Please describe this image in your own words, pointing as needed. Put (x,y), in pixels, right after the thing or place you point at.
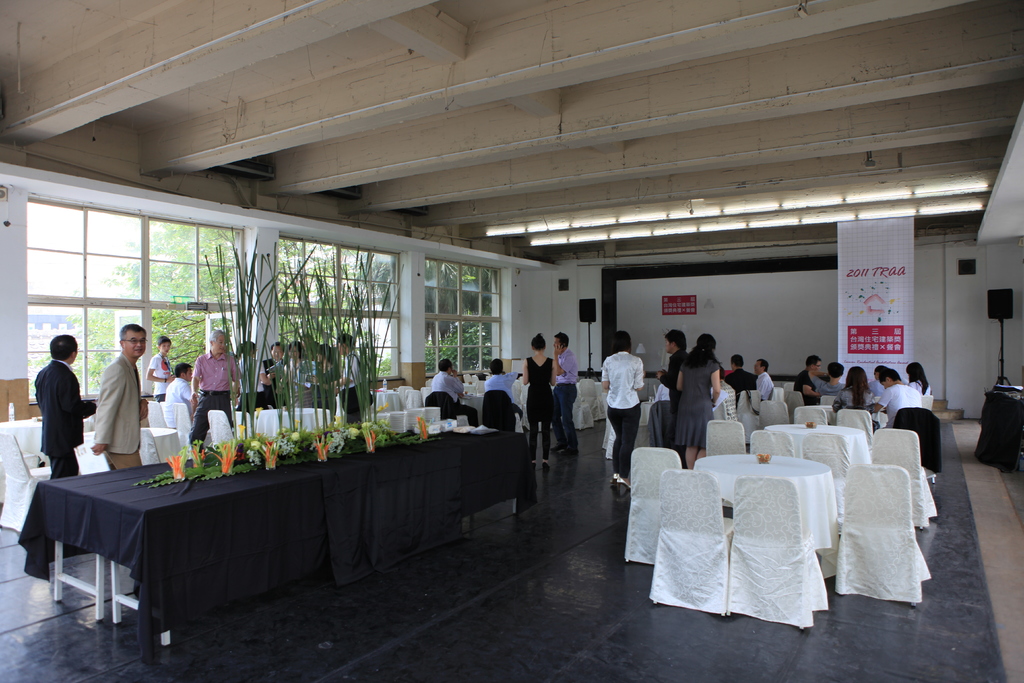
In this image it seems like it is a hall (533,289) in which there are group of people (902,391) who are sitting near the table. In the middle of hall (283,470) there is a table (122,486) on which there are flower vases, cups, grass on it. At the background (858,267) there is a banner (853,286), speaker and the wall (793,296). At the top (840,216) there is a light (574,225). To the left side (134,250) there is a window (131,270) through which we can see the trees (177,283).
